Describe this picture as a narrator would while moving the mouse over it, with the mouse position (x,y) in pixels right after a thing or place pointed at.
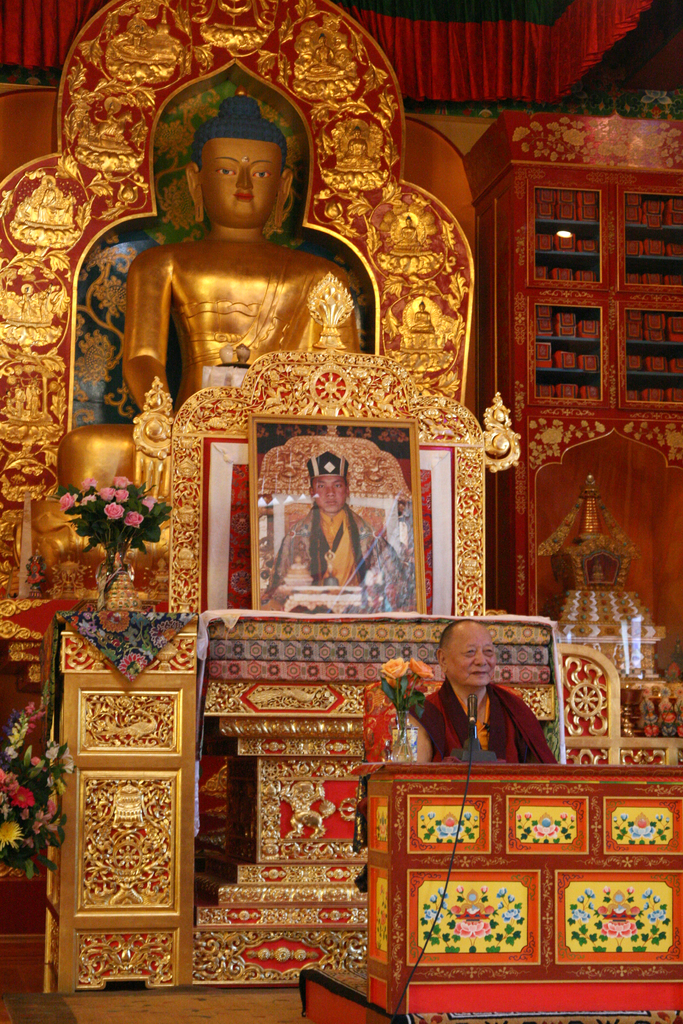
In the picture we can see this person (440,760) is sitting near the table (523,832) where flower vase (398,734) and mic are placed. In the background (420,551), we can see a photo frame (392,551) we can see the Buddha sculpture (123,443), flower vase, cupboard (491,517) and the golden architecture (474,472).
